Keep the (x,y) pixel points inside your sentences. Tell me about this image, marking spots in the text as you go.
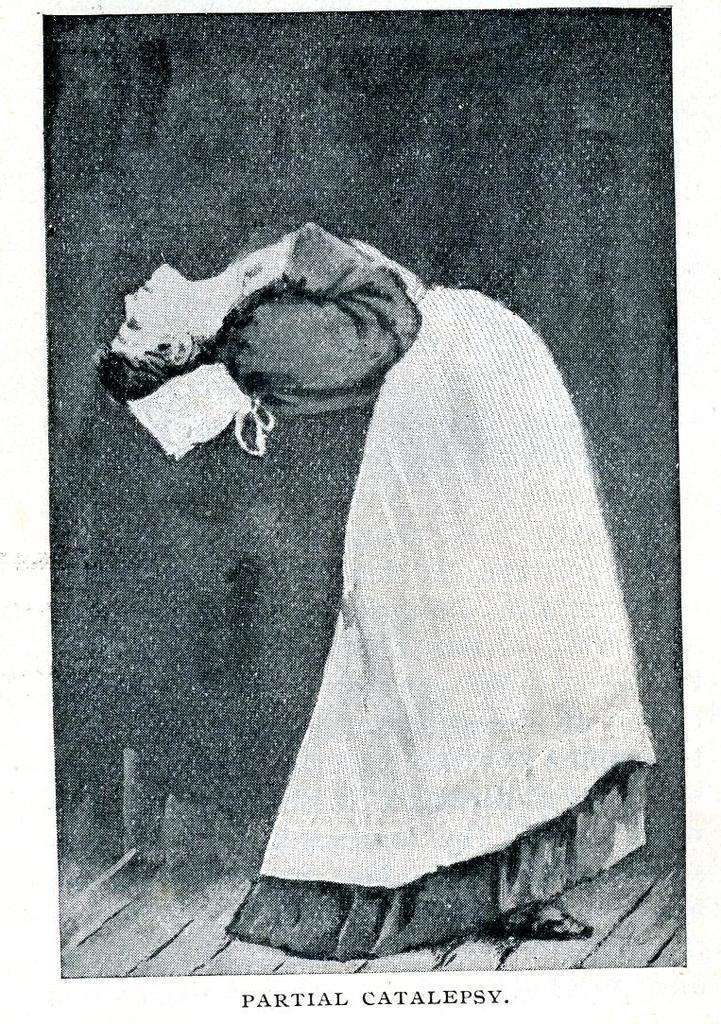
It looks like an old picture. We can see a woman (292,336) on the floor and it is written something on it.
